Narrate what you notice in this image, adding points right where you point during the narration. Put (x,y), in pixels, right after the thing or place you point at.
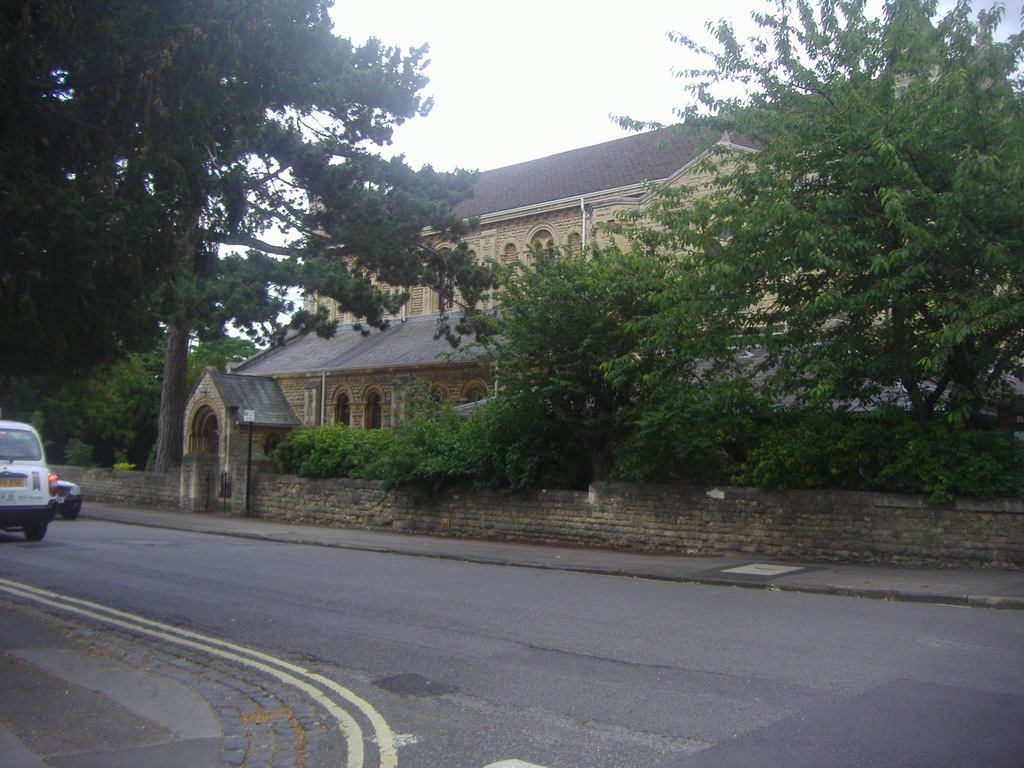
To the bottom of the image (322,583) there is a road (36,555). To the left side (9,466) corner on the road (74,520) there is a car (77,494). Behind the road (483,580) there is a footpath (928,599). Behind the footpath (108,505) there is a wall (237,479) with gate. Behind the gate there is a building (505,265) with roofs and windows (378,392). To the top of the image (515,99) there is a sky (592,119).
